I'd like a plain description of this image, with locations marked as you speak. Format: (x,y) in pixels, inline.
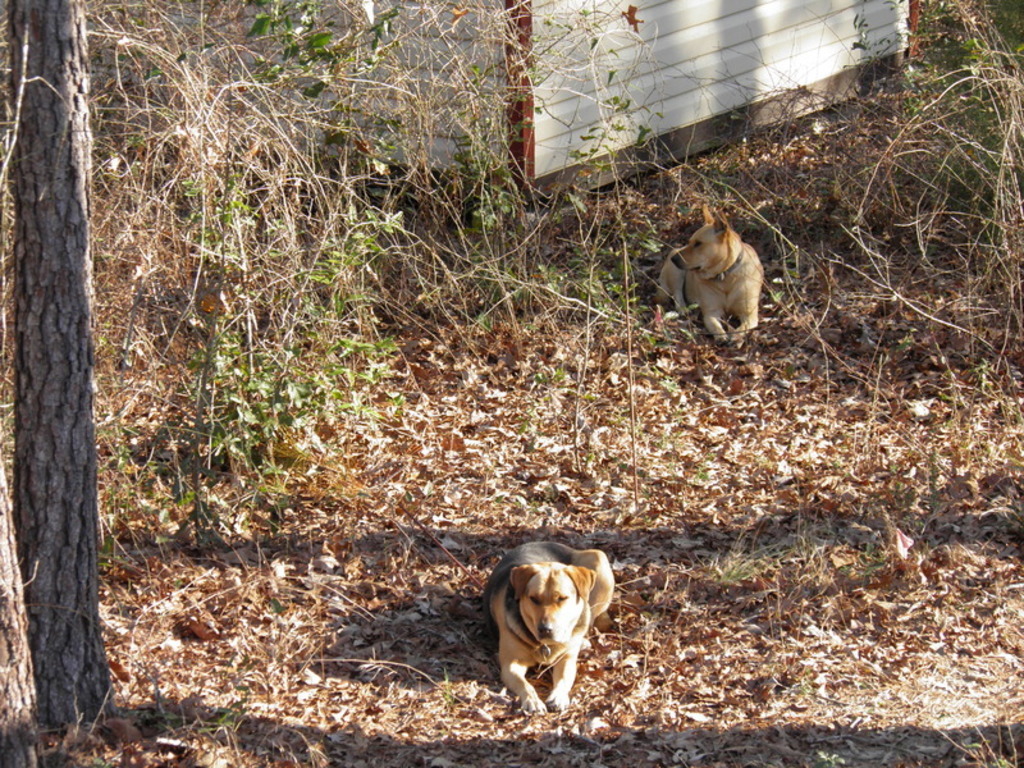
In the image we can see dogs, dry grass (282,265) and plants (236,313). Here we can see wooden pole (56,344) and the wall (684,85).
